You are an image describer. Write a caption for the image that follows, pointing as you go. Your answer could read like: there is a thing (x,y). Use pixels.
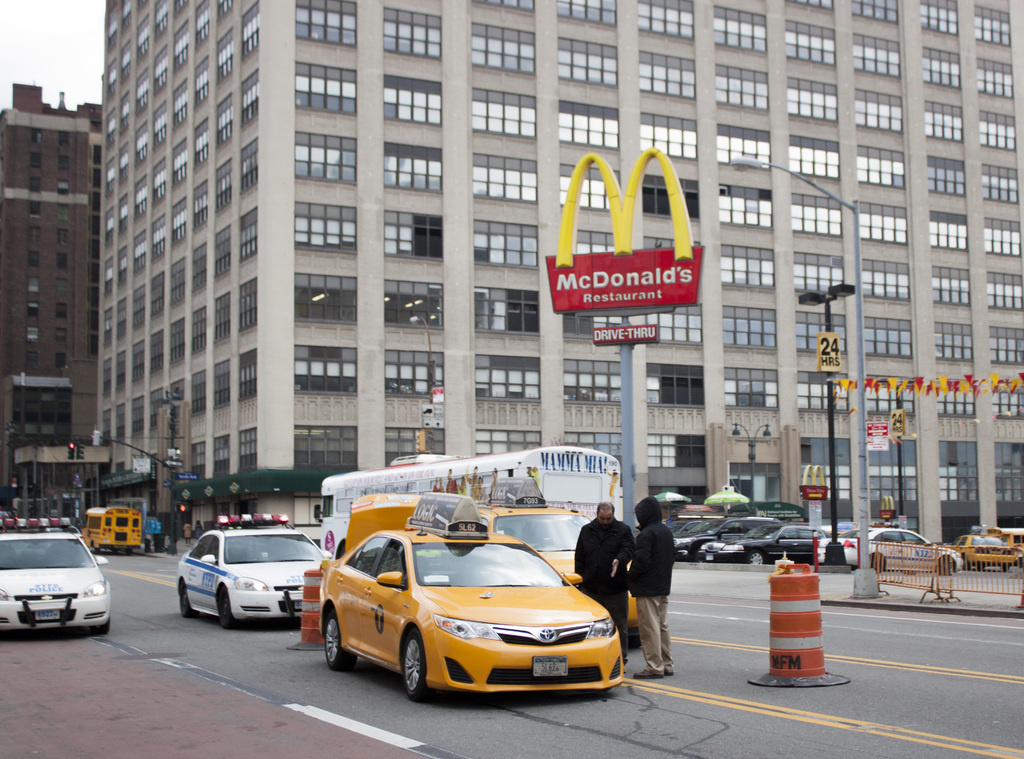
In this image, I can see the buildings (384,186) with the windows (865,214). This is the street light (738,160). I can see a name board (627,308), which is attached a pole (624,357). These are the vehicles (493,558) on the road (757,622). I can see two people (620,570) standing. On the right side of the image (916,586), I think these are the barricades (923,592). This is a kind of a construction barricade (779,662).
